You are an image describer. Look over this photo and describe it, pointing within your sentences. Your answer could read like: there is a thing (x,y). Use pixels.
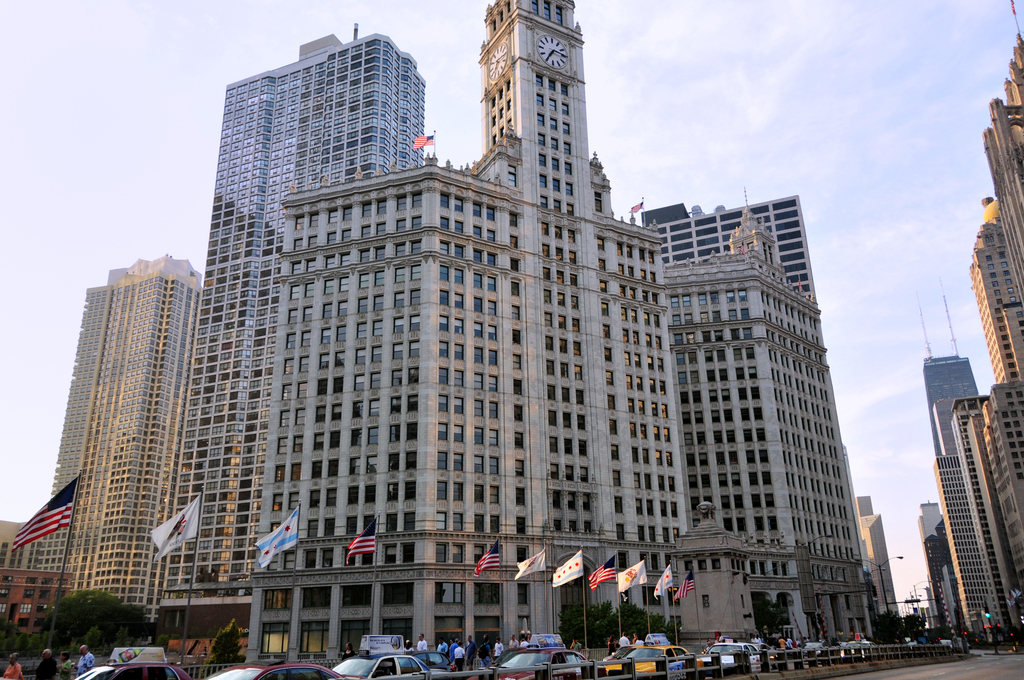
In this picture there are people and we can see vehicles (379,673), flags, boards (551,647), lights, poles (501,627), trees (770,628) and buildings (961,435). In the background of the image (867,61) we can see the sky (874,126).
